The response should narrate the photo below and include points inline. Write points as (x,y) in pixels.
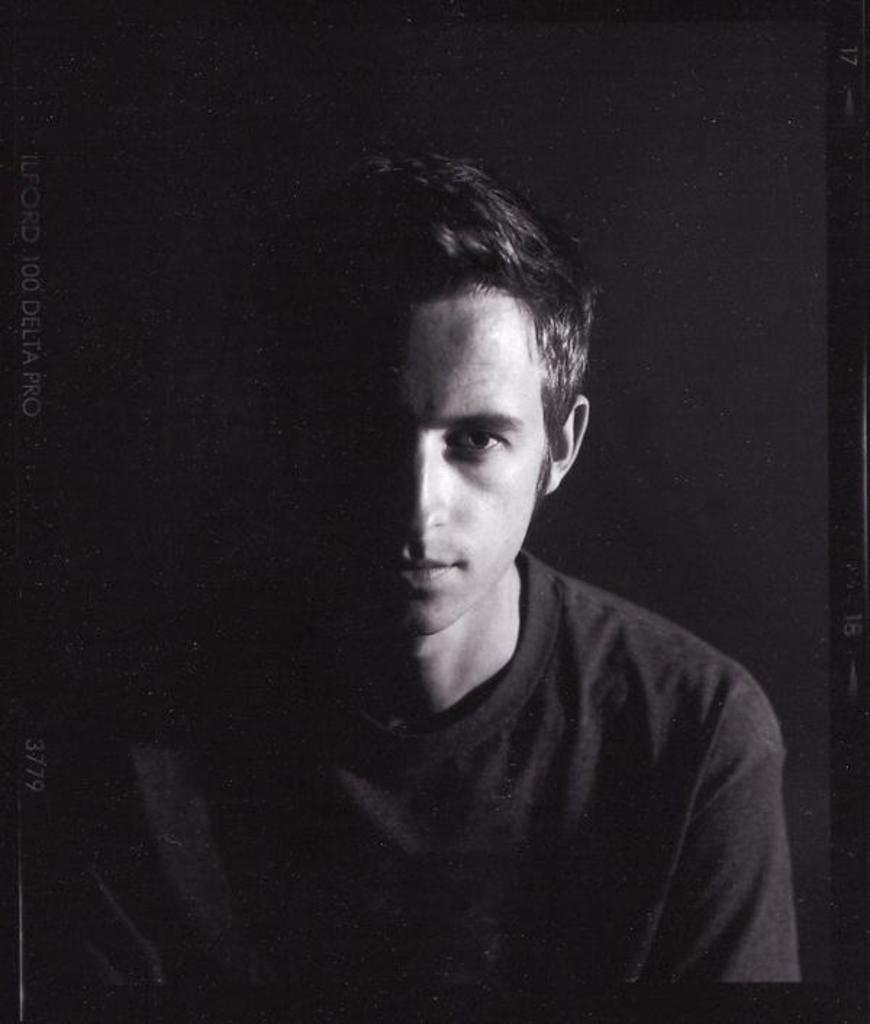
In this image we can see there is a person (449,802) and there is a dark background (768,183).
